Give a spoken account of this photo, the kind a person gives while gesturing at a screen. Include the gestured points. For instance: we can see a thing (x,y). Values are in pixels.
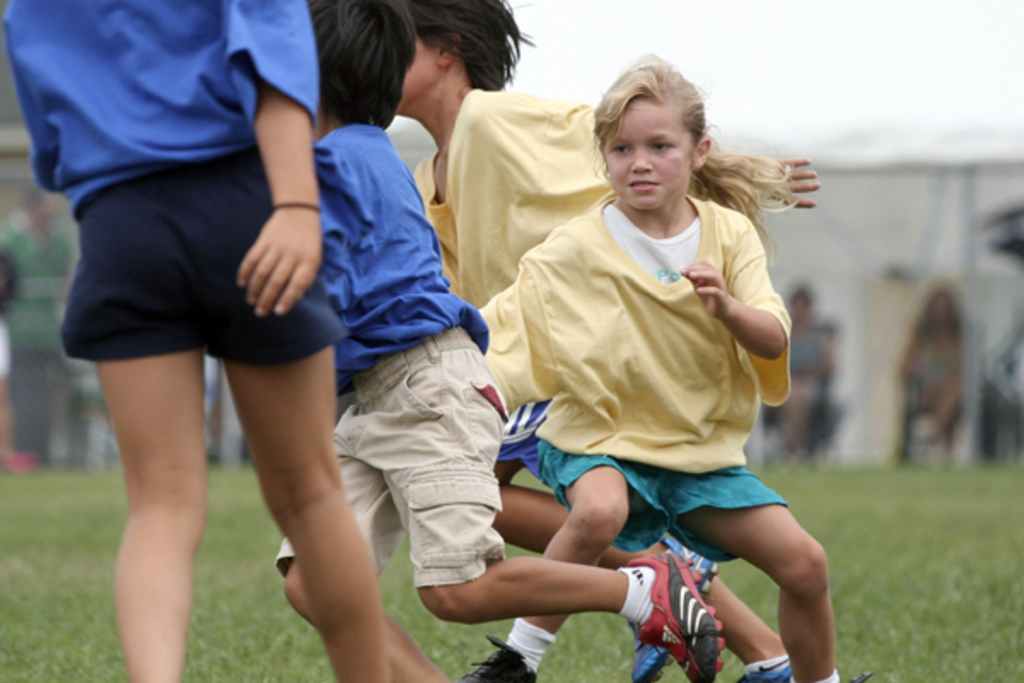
This picture might be taken inside a playground (976,538). In this image, in the middle (421,232), we can see group of people (486,287) are playing the game. On the right side (967,355), we can see few persons (914,363), we can also see white color on the right side (970,194). On the left side (20,323), we can see a person (37,269). On the top (773,47), we can see a sky (891,31), at the bottom (896,569) there is a grass (875,586).
